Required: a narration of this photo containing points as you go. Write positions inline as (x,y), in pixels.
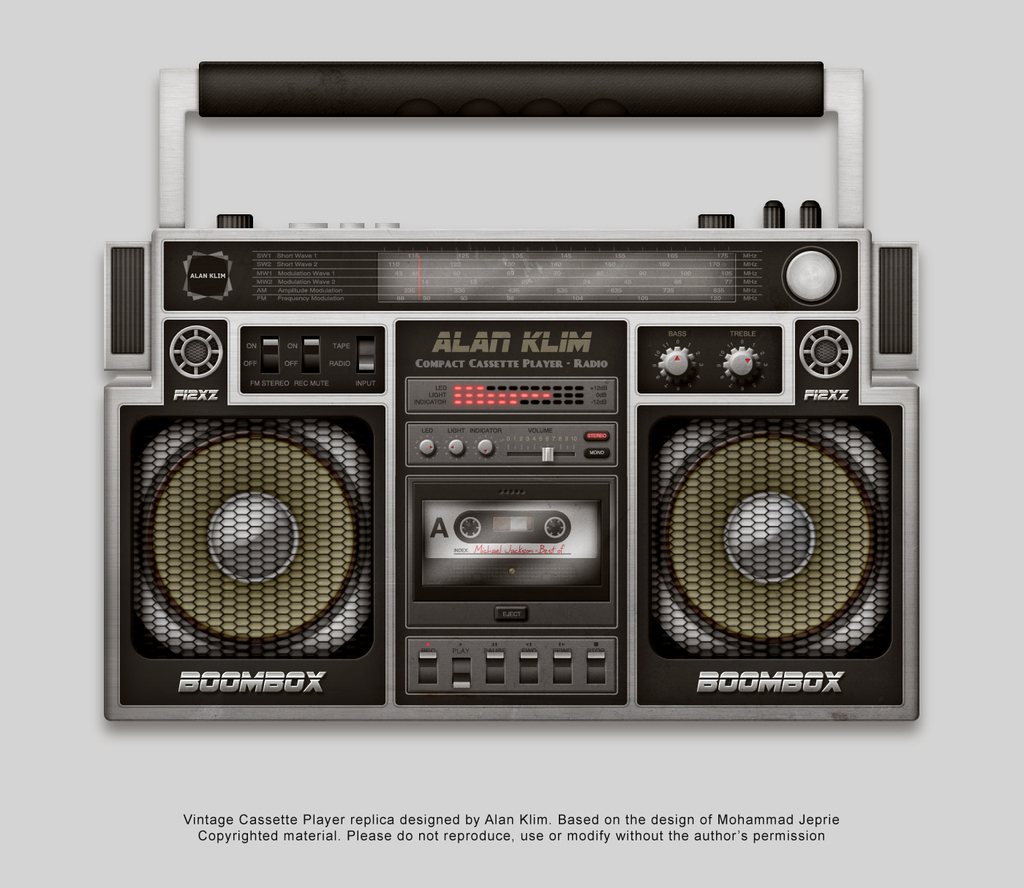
In this we can see an old tape recorder (537,492). There are two speakers (335,507) and cassette (534,539). There is a handle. There are buttons (368,340). There is some text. There is a white background (582,138).
